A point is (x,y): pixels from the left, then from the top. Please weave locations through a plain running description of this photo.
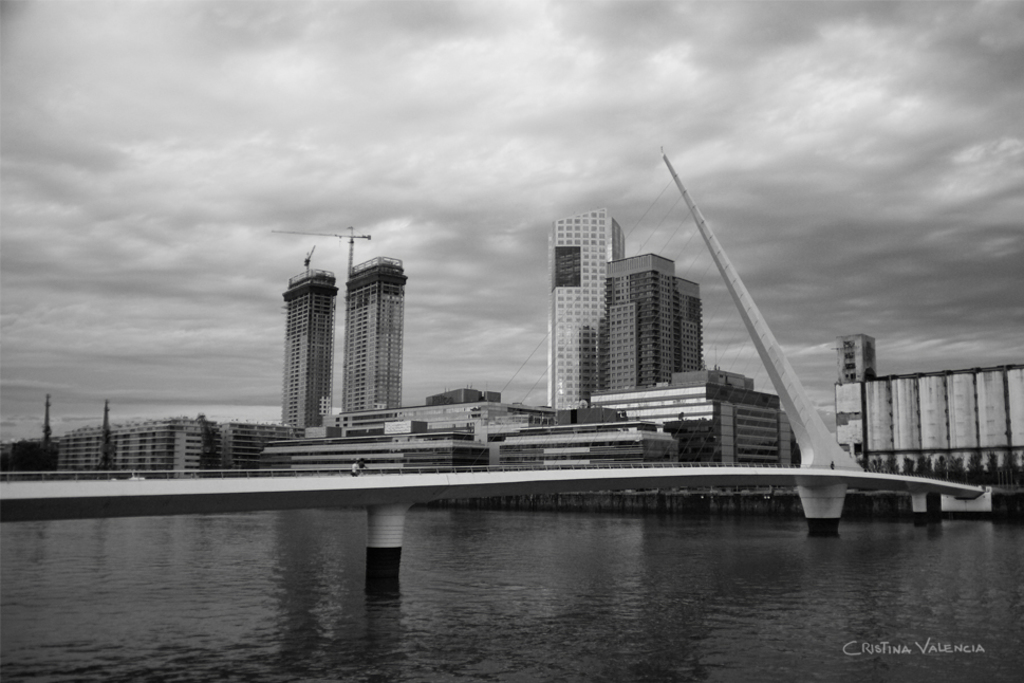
In the foreground (962,494) we can see bridge (344,482), water body (636,536), person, railing (653,463), cables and other objects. In the middle of the picture (474,394) there are buildings (476,434). At the top (431,132) it is sky (649,183), it is cloudy.
